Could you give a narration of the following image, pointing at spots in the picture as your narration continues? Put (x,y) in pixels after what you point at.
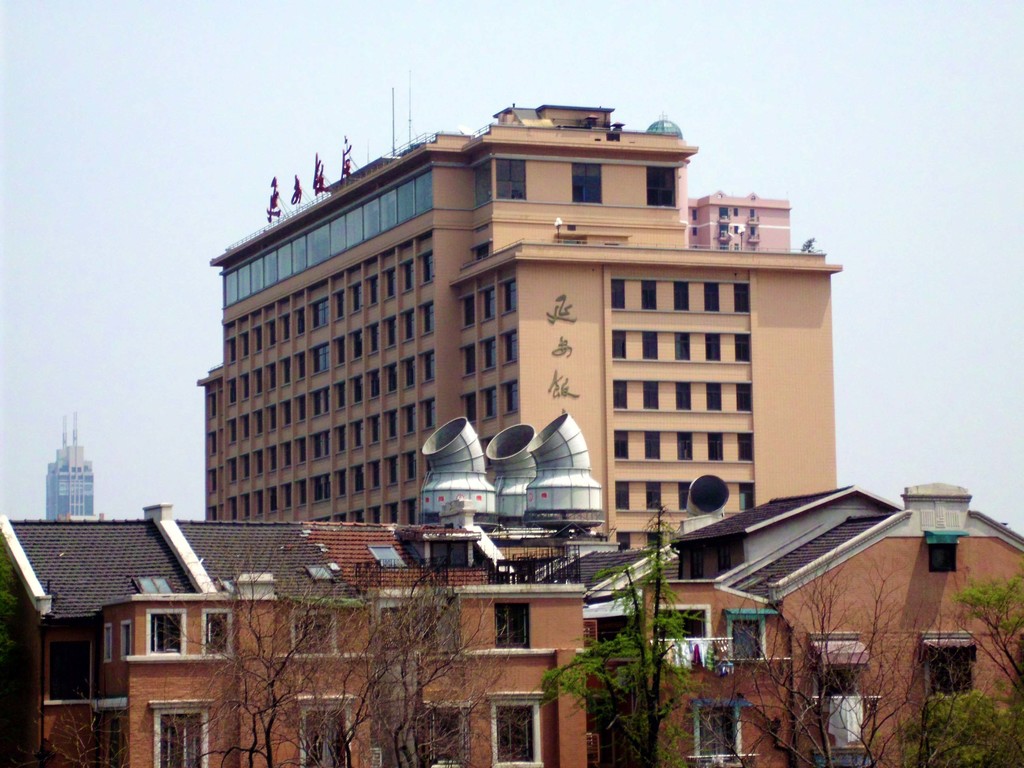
In this image I can see few trees (416,732) which are black and green in color and few buildings (787,652) which are brown, white, black, cream and pink in color, few white colored objects (571,443) and few letters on the buildings (359,207). In the background (85,474) I can see another building (68,459) and the sky (185,132).
